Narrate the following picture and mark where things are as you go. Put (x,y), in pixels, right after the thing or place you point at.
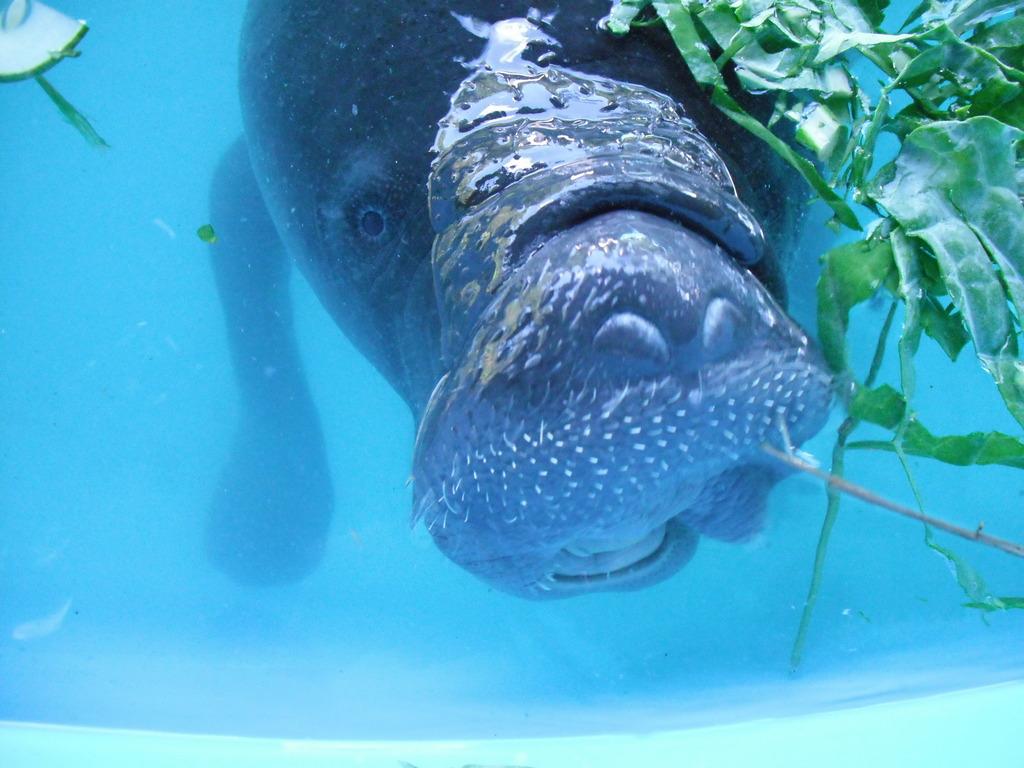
In this image we can see the water animal (513,322) in the water (243,692). We can also see the leaves (876,5).
